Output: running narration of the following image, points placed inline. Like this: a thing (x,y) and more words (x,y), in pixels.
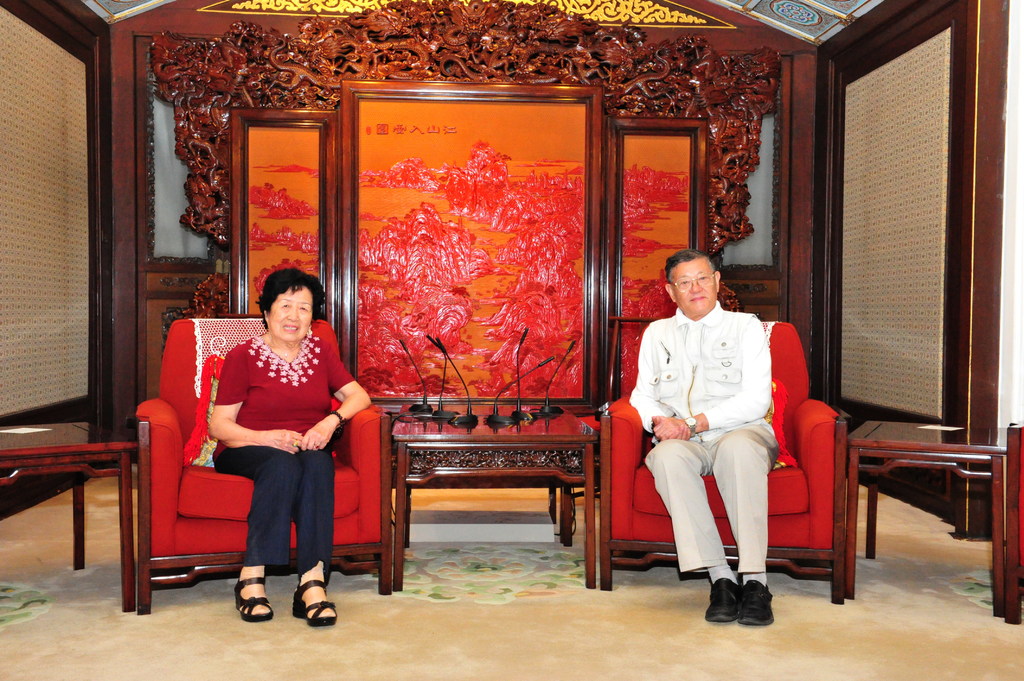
A lady (222,434) wearing a red dress (294,417) is sitting on a chair (239,482). A man (701,443) wearing white dress (737,362) is sitting on a chair (790,439). Behind them there is a painting (458,223) and some art wooden furniture (385,56). Besides them there are tables (70,449).
